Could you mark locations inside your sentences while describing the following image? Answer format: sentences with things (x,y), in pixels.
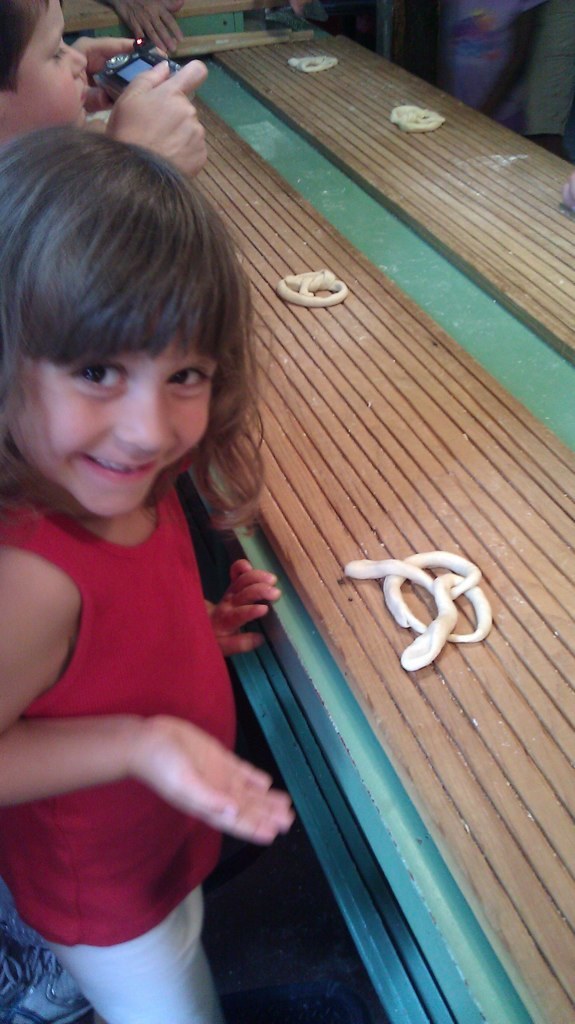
In this image there is a girl (203,809) standing and smiling near a table (450,749), and in the back ground (143,125) there is a boy (136,126) holding a camera (140,38), and there is some object (310,296) in the table (417,152).
